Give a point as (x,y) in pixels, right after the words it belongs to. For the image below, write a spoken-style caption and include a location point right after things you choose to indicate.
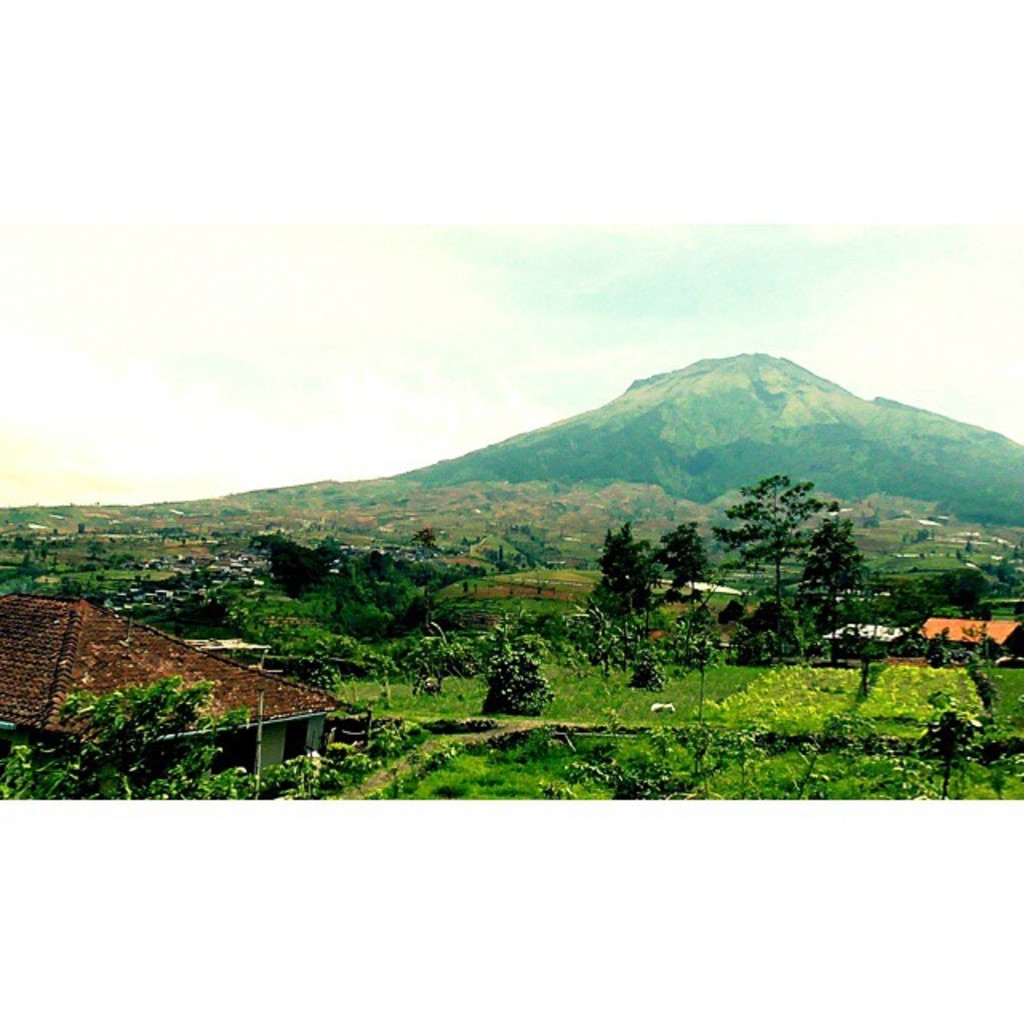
In this image there is the sky (290,301), there are mountains (626,475), there are plants (841,697), there are trees (817,636), there is grass (730,721), there is a house (252,707) truncated towards the left of the image (179,732), there is a tree (138,691) truncated towards the bottom of the image (147,708), there are houses (870,624).
